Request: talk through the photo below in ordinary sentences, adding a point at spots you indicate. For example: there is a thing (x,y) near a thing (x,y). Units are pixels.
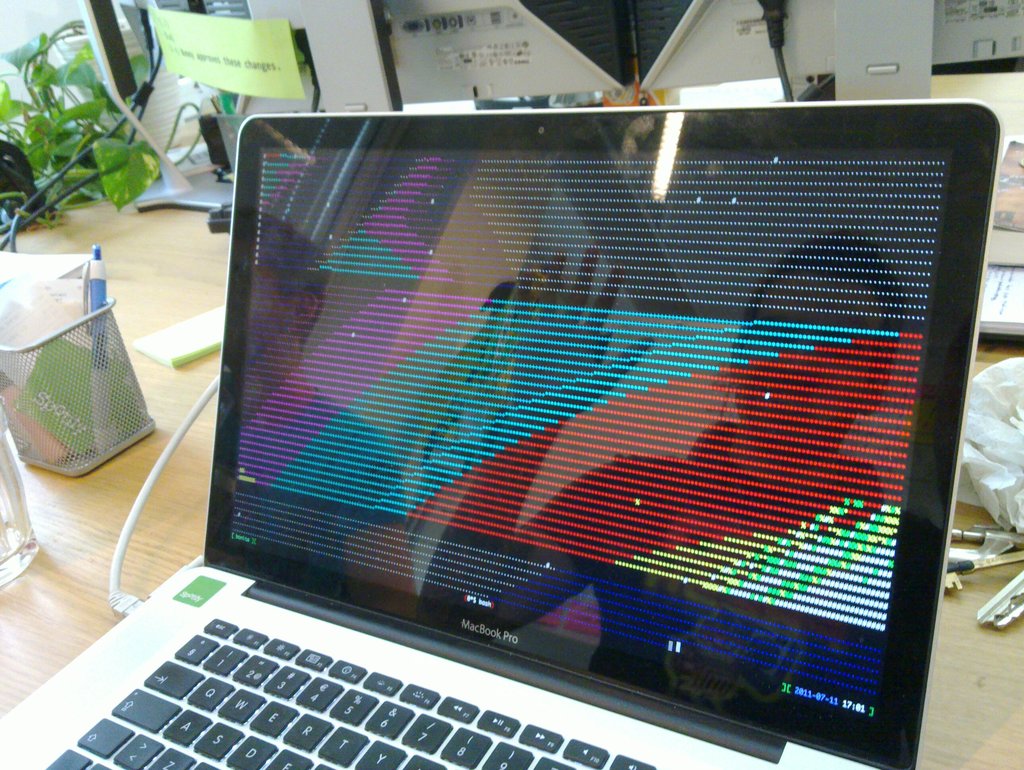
In this picture there is a laptop (627,266) and there are computers (490,1), books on the table (171,524) and there is a pen (92,301), box (61,426), glass (1,519), keys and plant (119,203) on the table (1012,663). There are colored dots (678,482) on the screen (493,501) of the laptop (606,533). At the top (675,150) there is a light (668,125).
